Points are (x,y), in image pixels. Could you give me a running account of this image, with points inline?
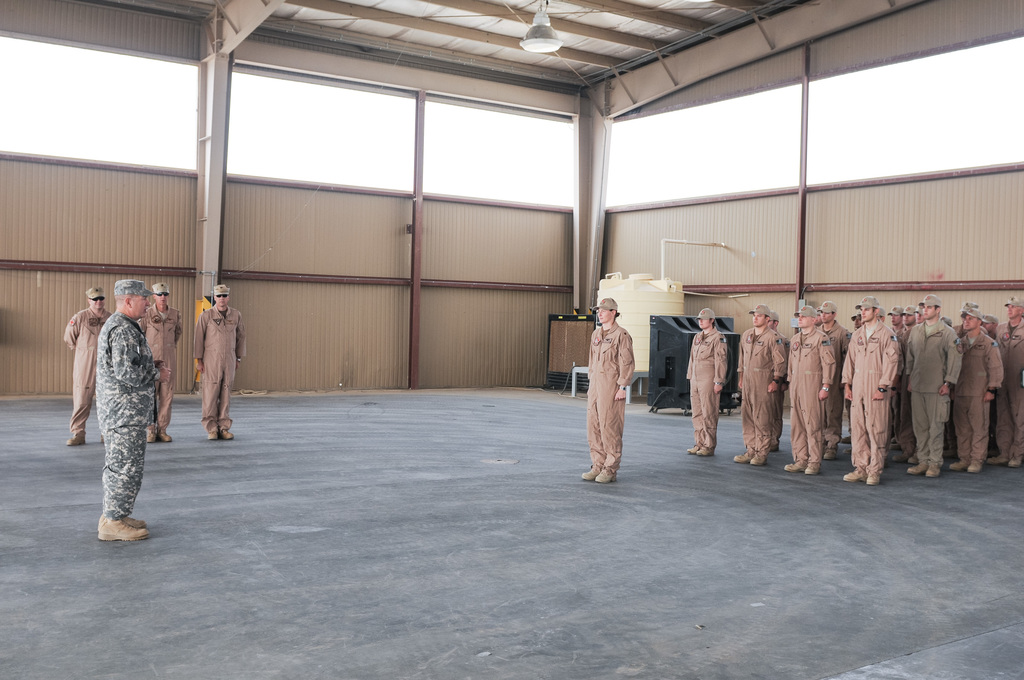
This image is taken indoors. At the bottom of the image (401,596) there is a floor (363,528). At the top of the image (395,40) there is a roof (449,12) and there is a light (538,13). In the background (313,267) there are a few walls (183,286) with windows (781,125) and there are a few iron bars (804,273). There is a machine (663,351). There is a tank (648,306). There are two objects (568,331). On the left side of the image (221,344) a few men (168,324) are standing on the floor (211,452). On the right side of the image (932,364) a few men (876,462) are standing on the floor (909,486).
